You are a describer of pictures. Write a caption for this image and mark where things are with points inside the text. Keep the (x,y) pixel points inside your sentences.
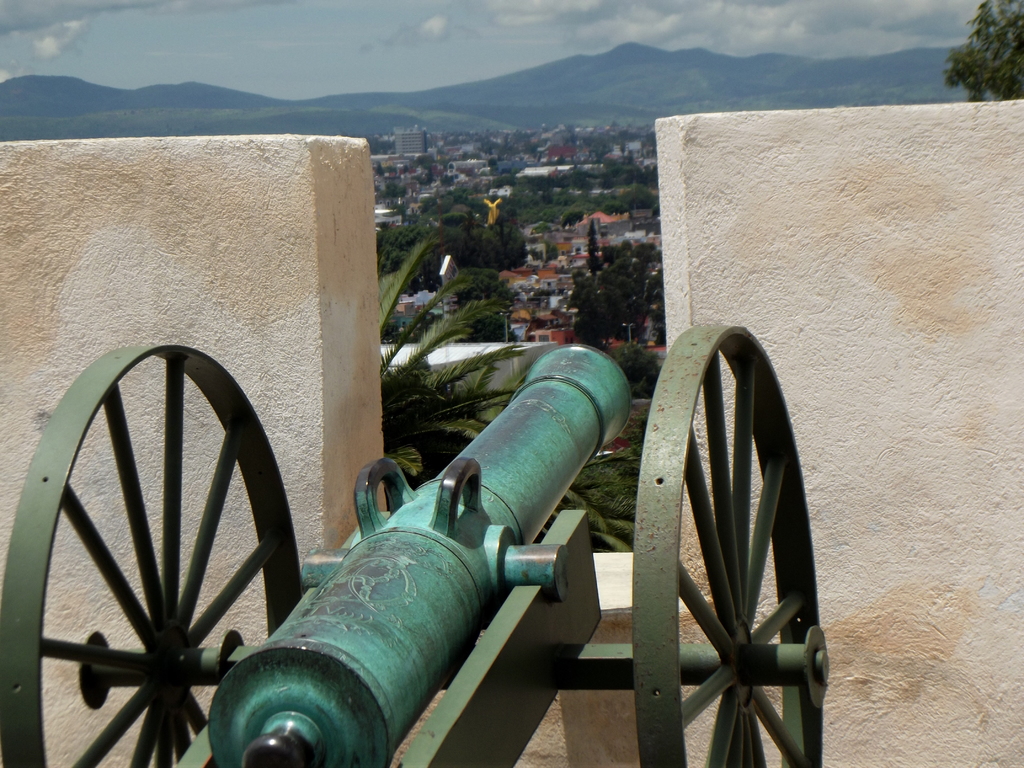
In this picture we can see a cannon (716,738). A wall (716,156) is visible from left to right. There are few trees (457,222), buildings (580,128) and mountains (498,116) in the background (721,83). Sky (215,19) is cloudy.
